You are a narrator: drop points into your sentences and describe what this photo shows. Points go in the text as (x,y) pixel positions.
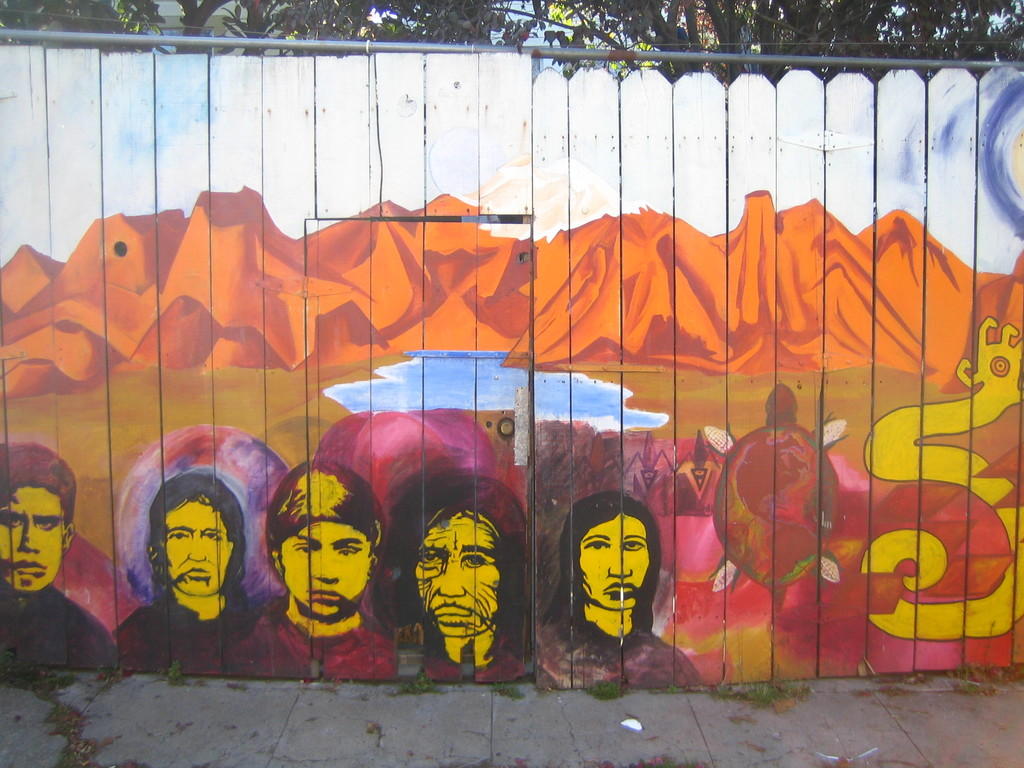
In the image there is a fence (374,226) with graffiti painting (305,517) of hills (420,327) with a pond (477,364) in front of it and few humans (295,620), and behind it there are trees (349,28).
